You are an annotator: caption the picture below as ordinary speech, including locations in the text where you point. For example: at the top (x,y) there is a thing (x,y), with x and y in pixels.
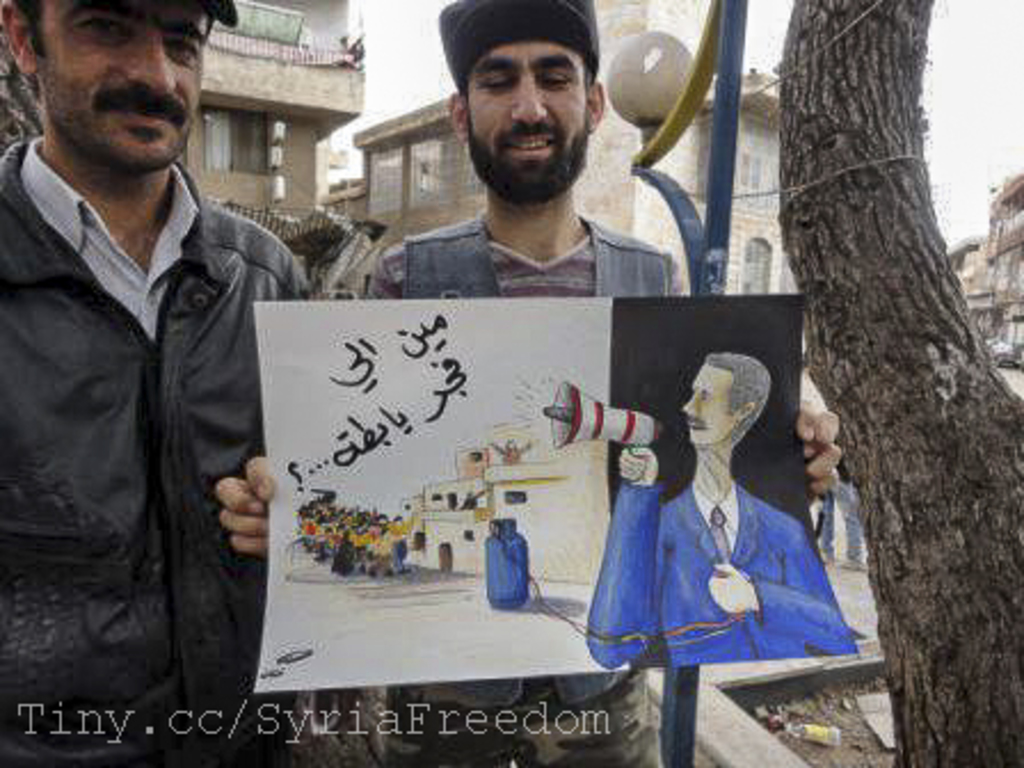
In this image we can see a person (518,104) holding a poster (405,499). Beside him there is another person (122,355). In the background of the image (460,178) there are houses (257,182). To the right side of the image (859,412) there is a tree (956,493). At the bottom of the image (20,726) there is text (305,706).
